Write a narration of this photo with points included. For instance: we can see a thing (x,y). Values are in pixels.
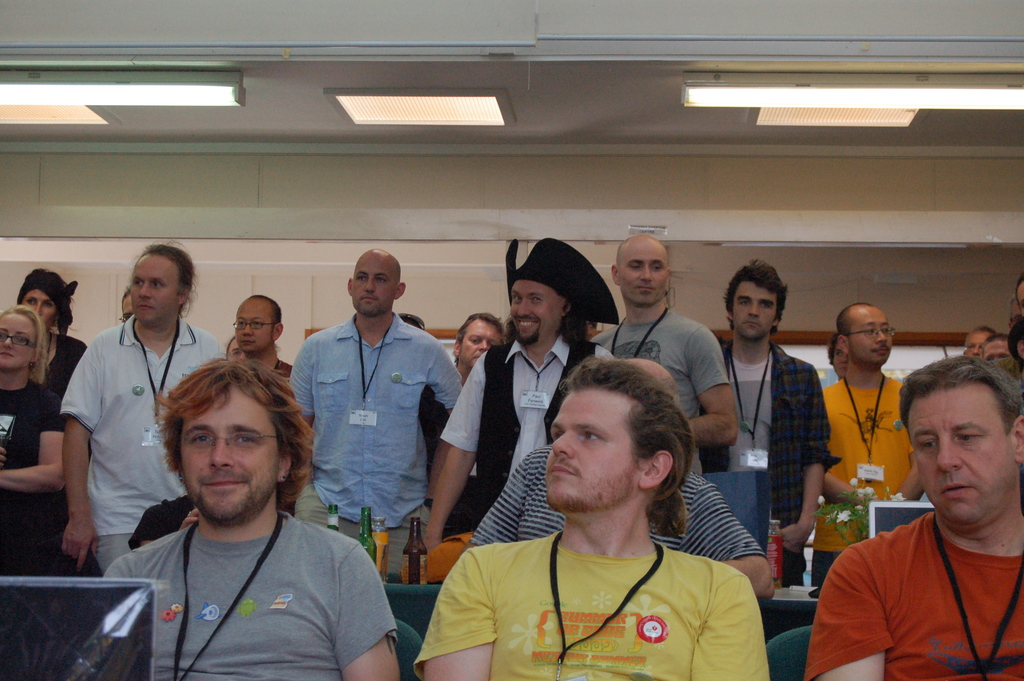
In this image we can see few people (475,380) standing and few people (592,557) sitting in a room (609,589), there are few bottles (415,564), plant (836,507), system (888,516) on the table (792,595) and lights (422,111) to the ceiling (630,95).
